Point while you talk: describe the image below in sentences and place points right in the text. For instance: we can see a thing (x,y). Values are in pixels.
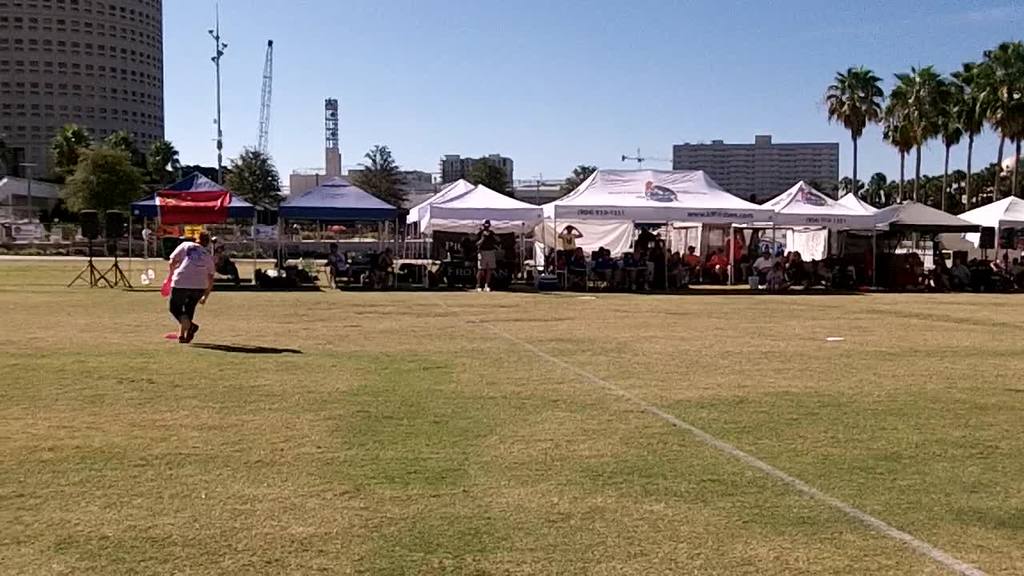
At the bottom of the image (1013,510) there is grass (441,352). In the middle of the image (348,203) few people (946,259) are standing and sitting and there are some tents (450,198). Behind the tents (368,203) there some trees (66,159) and buildings (132,84) and poles (30,166). At the top of the image (399,73) there are some clouds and sky (610,59).
